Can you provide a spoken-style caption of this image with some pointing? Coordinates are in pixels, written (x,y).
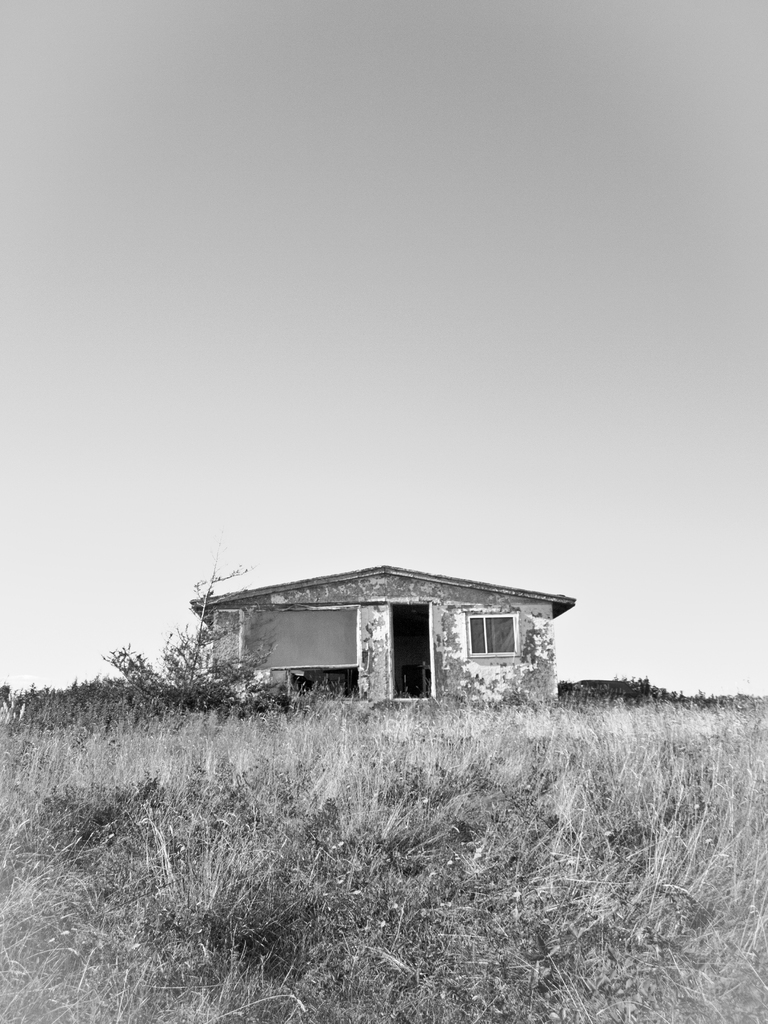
In this picture there is a house (246,597). In front of the house (461,679) I can see the door (412,645), window (510,624) and board (288,636). At the bottom (369,825) I can see the grass (394,757). At the top (397,265) there is a sky (201,278).
